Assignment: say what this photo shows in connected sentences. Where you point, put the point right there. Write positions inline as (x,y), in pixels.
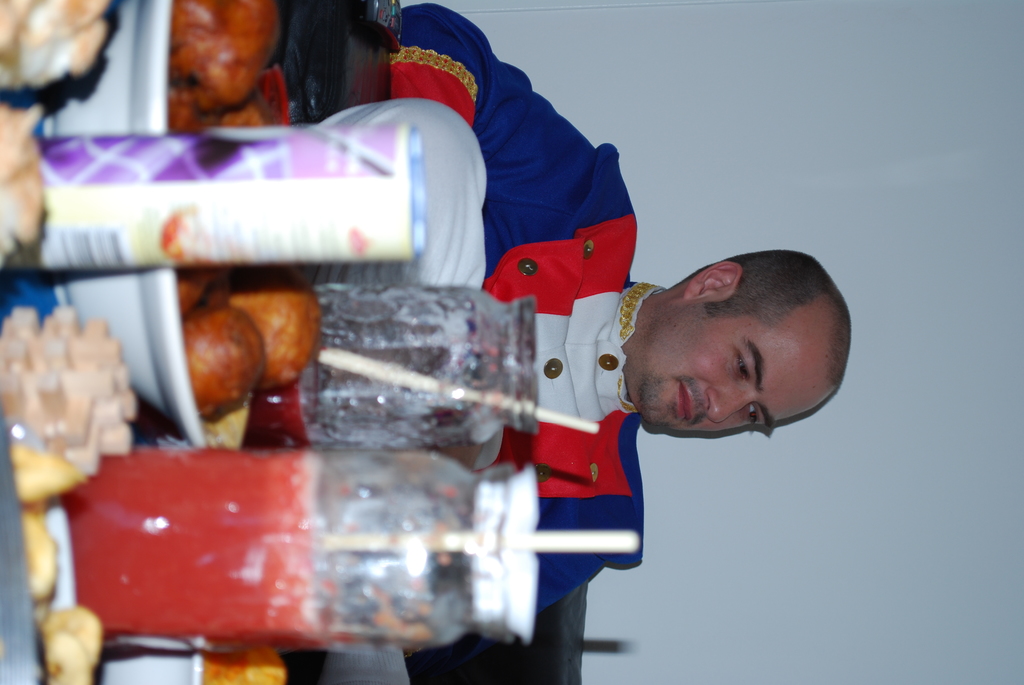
In this image, we can see a man (468,452) sitting and there are some bottles (307,499) with juice (212,488) and we can see some bowls (121,323) with food items (87,377).
